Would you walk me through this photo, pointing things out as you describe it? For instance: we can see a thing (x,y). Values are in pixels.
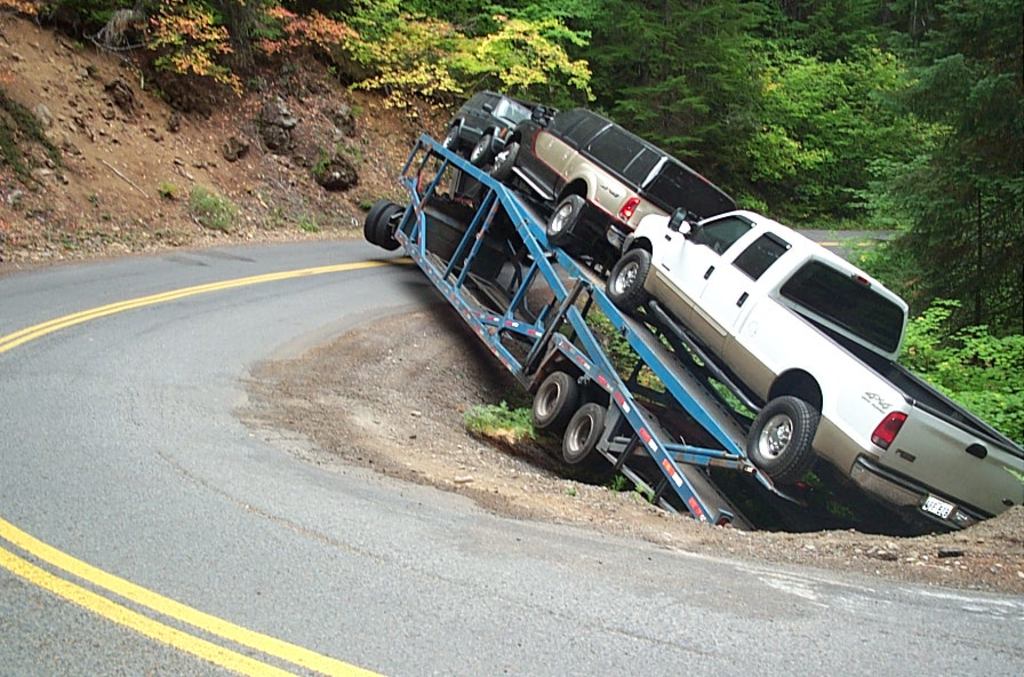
In the image we can see a vehicle (599,282) and on that vehicle (599,282) there are three other vehicles (652,292). Here we can see the road (222,486), stones (271,137), plants (990,396) and trees (752,59).
